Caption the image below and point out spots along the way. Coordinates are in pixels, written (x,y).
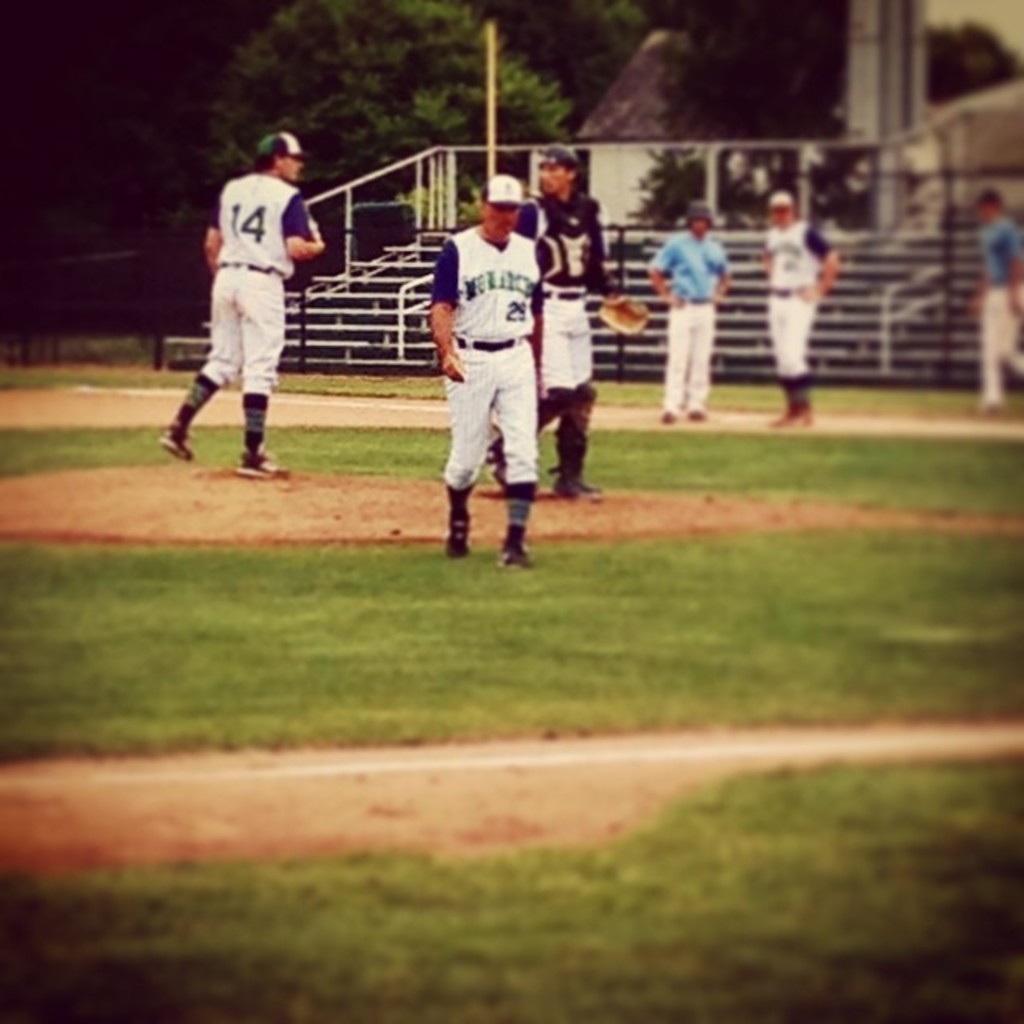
In the image there are few players (515,362) on the ground (730,475) and behind them there are stairs (318,195) and in the background (249,64) there are trees (470,86).
